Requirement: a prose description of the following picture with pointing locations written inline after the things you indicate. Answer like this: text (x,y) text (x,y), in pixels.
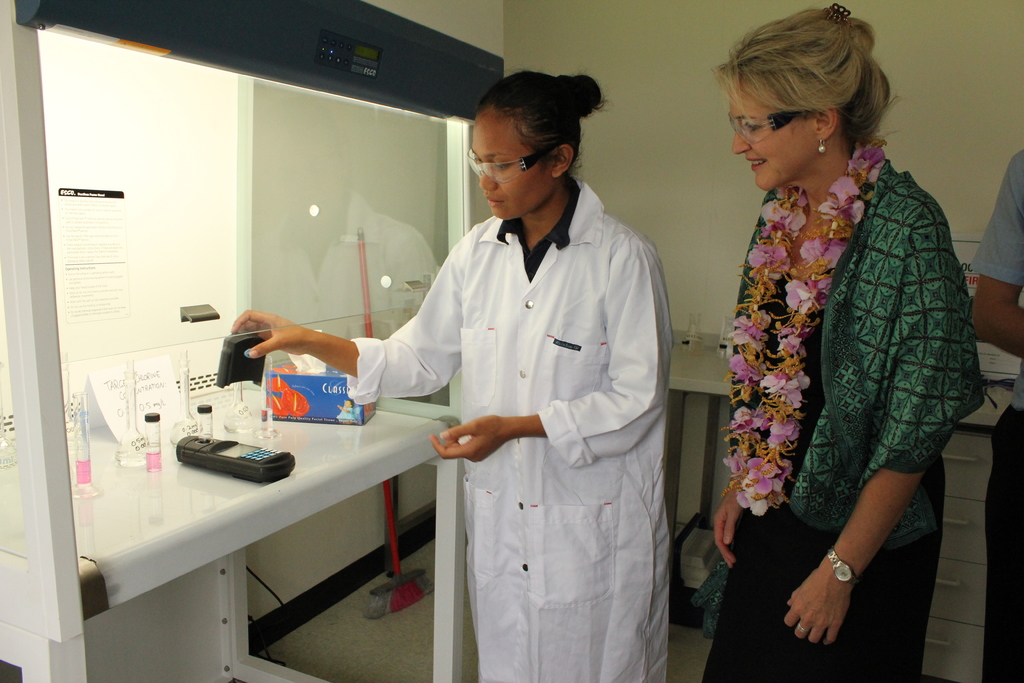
In this picture we can see two women (713,632) wearing goggles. We can see a woman (325,361) wearing a white coat (363,396) is holding an object (241,366) in her hand (291,346). There is a glass object (12,305). Through this glass object (387,262), we can see a few glass objects (188,410), a device (208,458) and other objects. Some text (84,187) is visible on a paper (100,239) visible on the wall (688,265). There are a few glass objects (155,466) and other objects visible on a white shelf (692,366). We can see a few objects (396,582) on the path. There is a person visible on the right side (1013,342).
